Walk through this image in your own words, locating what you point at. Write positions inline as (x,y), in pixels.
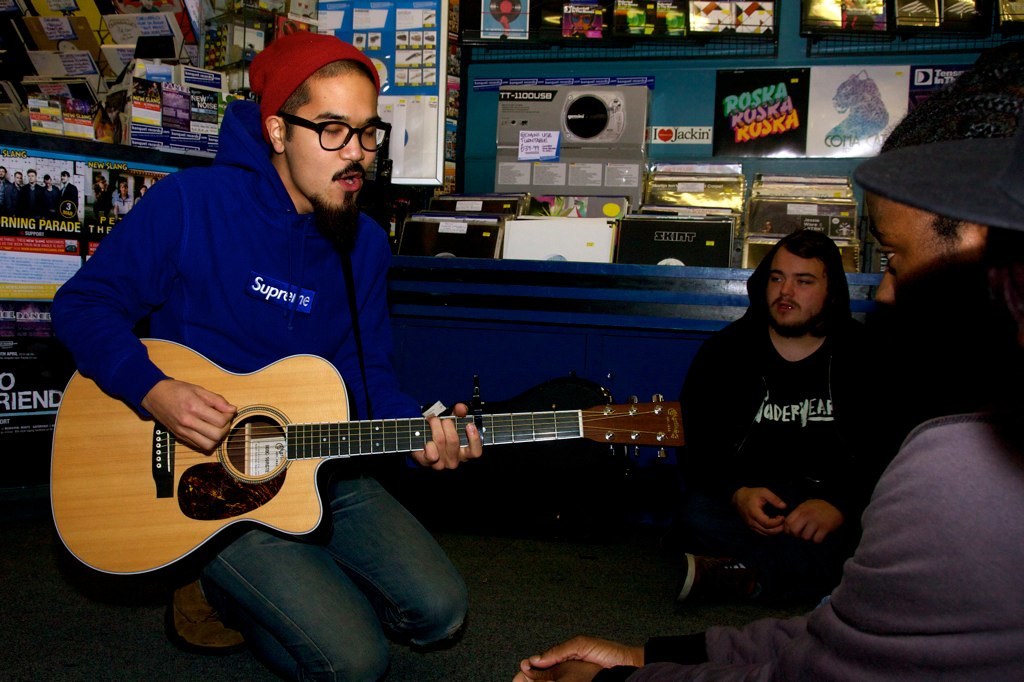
In this image on the left (300,268) there is a man (219,274) he wears jacket (249,273) and trouser (346,576) he is playing guitar (189,448) he is singing. On the right (871,374) there are two people (958,436) staring at him. In the background (688,357) there are many posters (51,163), light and wall (527,357).
